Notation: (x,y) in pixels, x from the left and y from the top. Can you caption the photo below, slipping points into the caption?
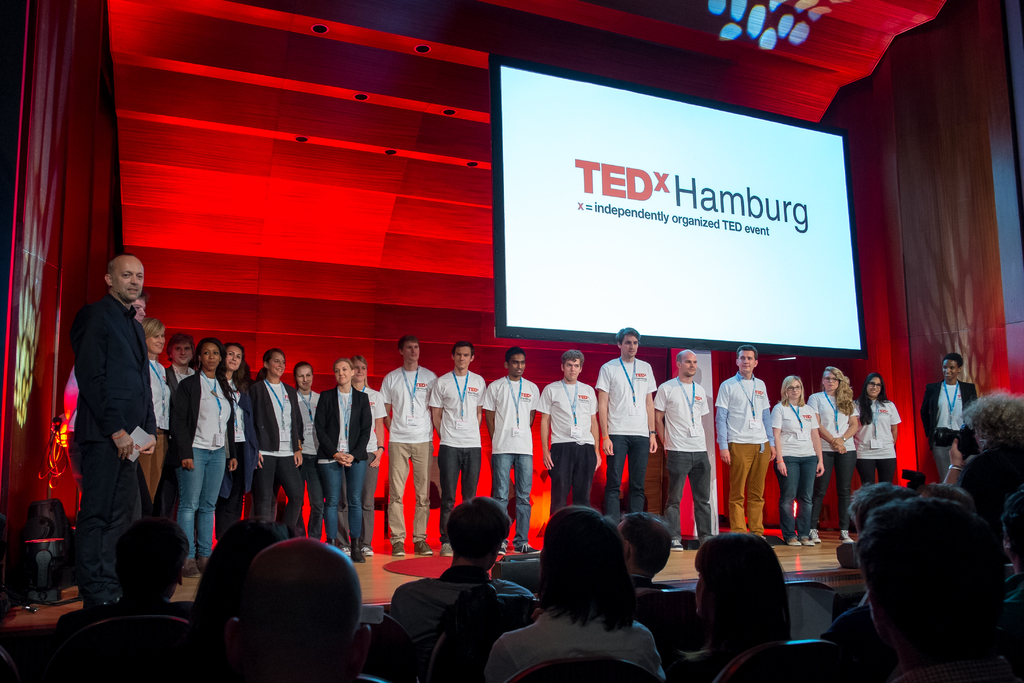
In this picture we can see a group of people (374,441) are standing on the floor (819,545), some people (524,589) are sitting on chairs (381,637), screen (627,318) and some objects (58,498).
